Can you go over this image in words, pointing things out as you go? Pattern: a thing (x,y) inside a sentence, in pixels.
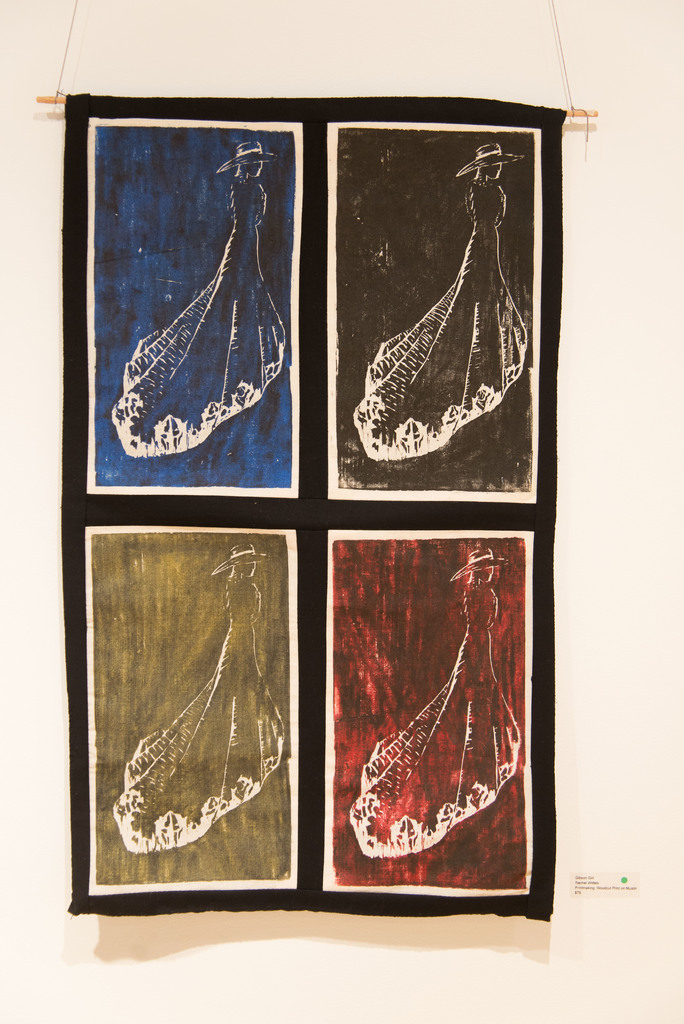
In this image in the center (231,677) there is one cloth (444,418), on the cloth (287,216) there is some art (383,298) and in the background (67,79) there is wall (569,931).
